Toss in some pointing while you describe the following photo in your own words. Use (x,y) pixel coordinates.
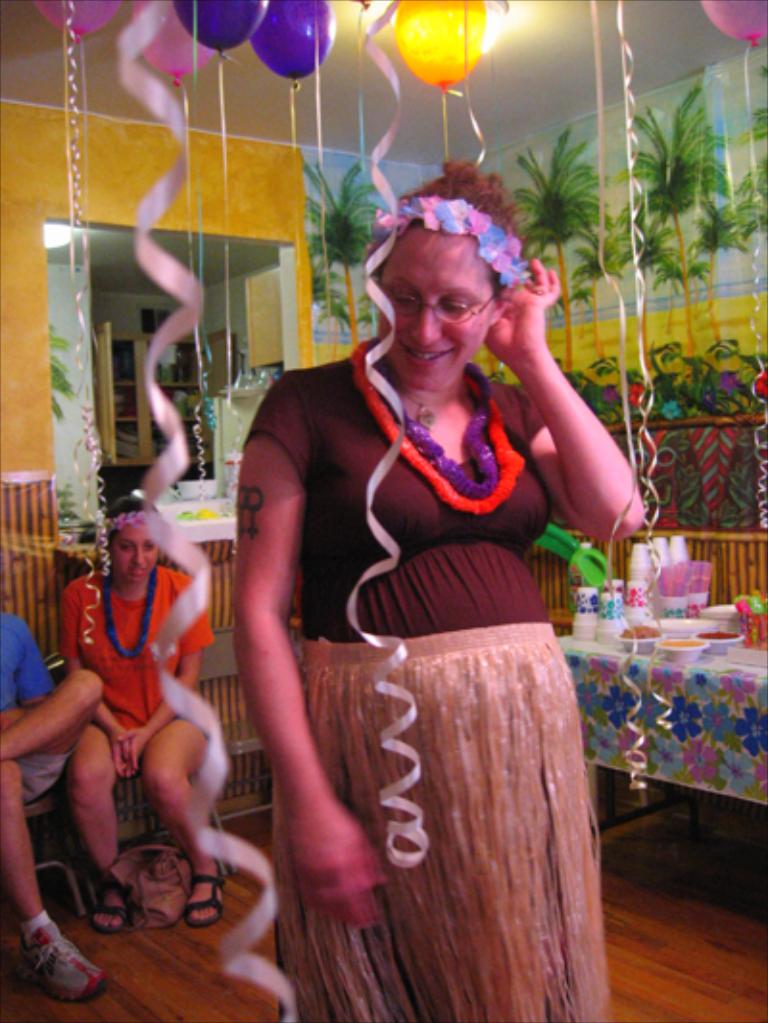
In the foreground of the image (501,482) there is a lady (448,521) standing. In the background of the image (317,175) there is a wall (513,143) with posters (730,248). At the top of the image (342,67) there is ceiling (427,97) with lights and balloons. There are people (2,841) sitting on chairs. To the right side of the image (656,655) there is a table (752,670) on which there are glasses (638,590) and bowls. At the bottom of the image (660,977) there is wooden flooring (674,998).
